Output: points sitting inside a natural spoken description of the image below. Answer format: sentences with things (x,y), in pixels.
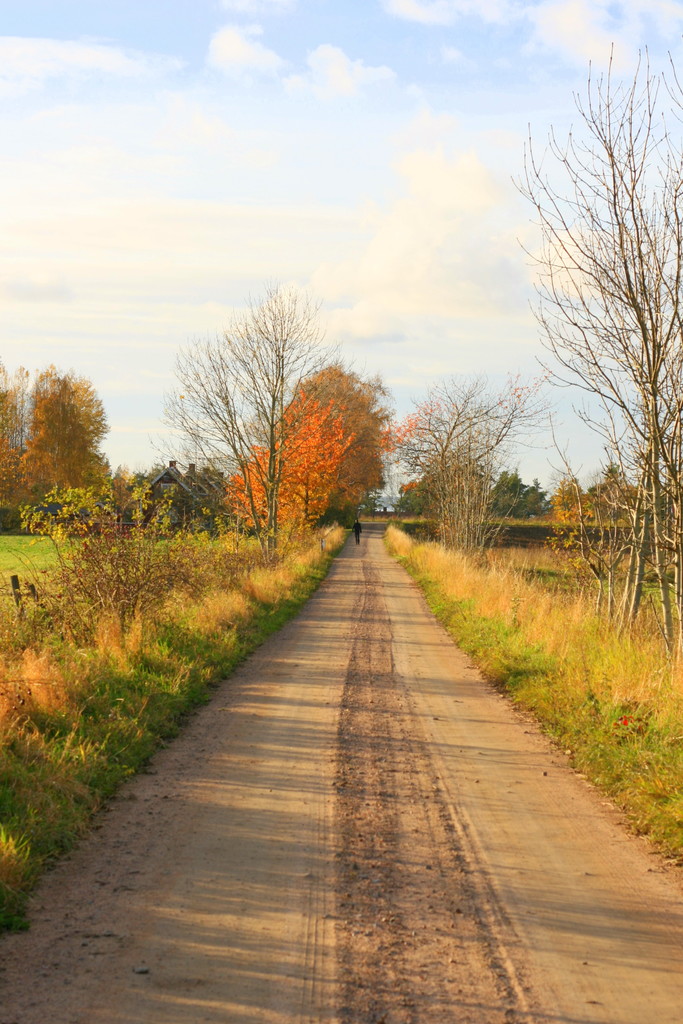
In this picture we can see path (276,664), grass (212,679), plants (432,524) and trees (259,435). There is a person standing and we can see houses (209,500). In the background of the image (506,240) we can see the sky (366,268).
